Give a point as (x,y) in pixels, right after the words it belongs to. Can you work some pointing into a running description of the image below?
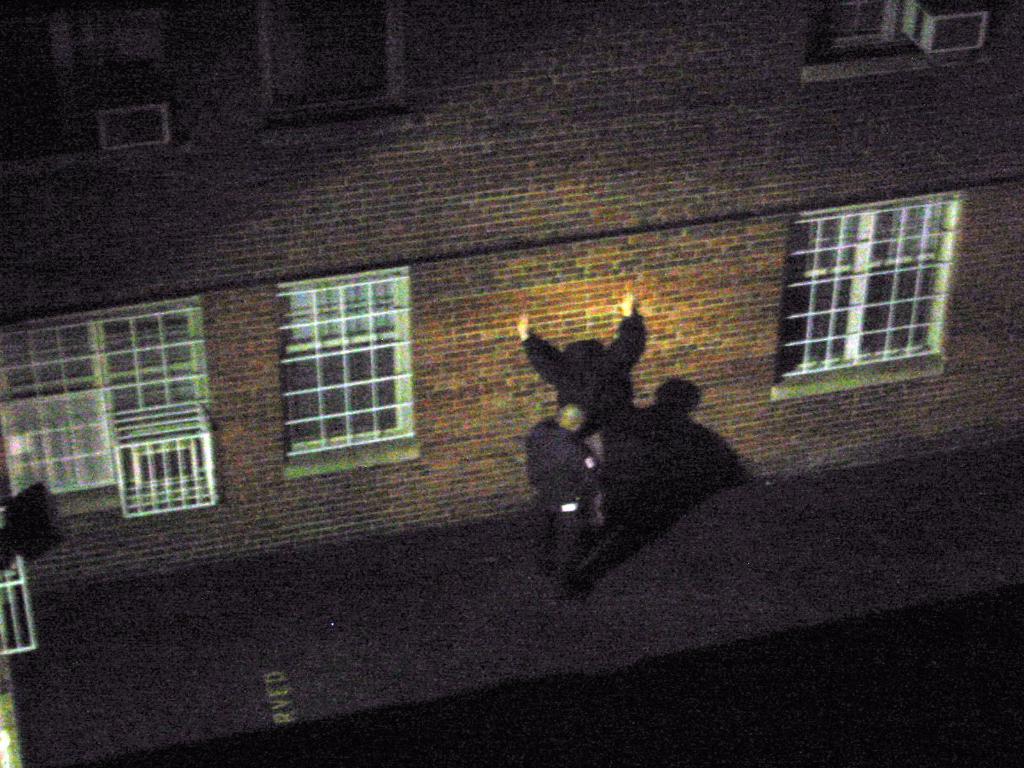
There is a person (628,318) standing and we can see building (392,246) and windows (915,302). We can see shadow (671,415) of a person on the wall (687,400).
